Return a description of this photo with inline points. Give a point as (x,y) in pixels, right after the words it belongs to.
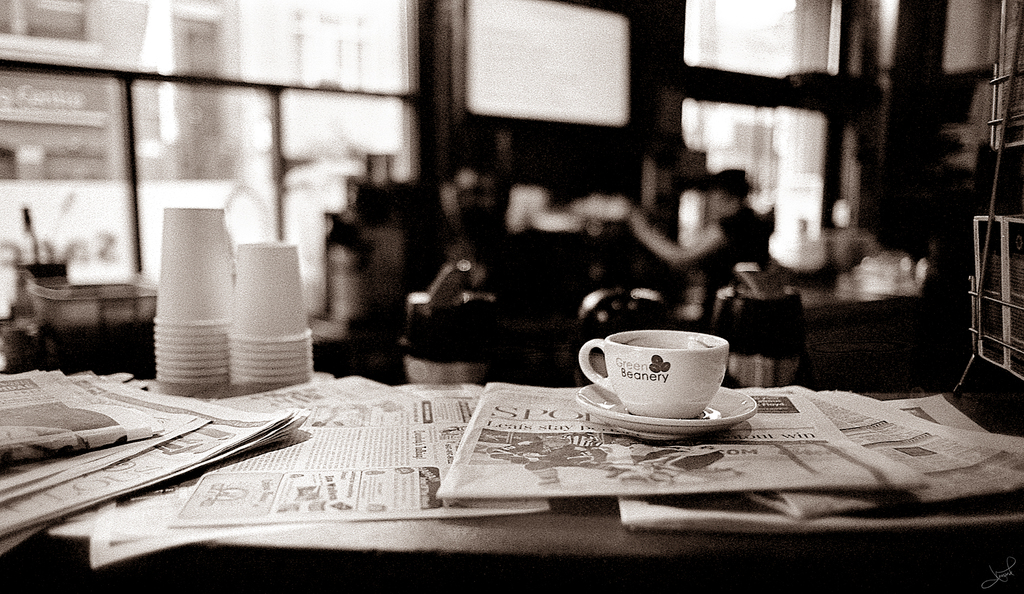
This Picture describe a vintage photograph in which a tea cup (680,413) and saucer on which green beanery is written. Beside a disposable tea paper cup (192,295) are kept and behind we can see a person (743,233) with cap (726,183) is sitting on the chair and a big glass window (353,48) from which building (178,154) and road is seen.
